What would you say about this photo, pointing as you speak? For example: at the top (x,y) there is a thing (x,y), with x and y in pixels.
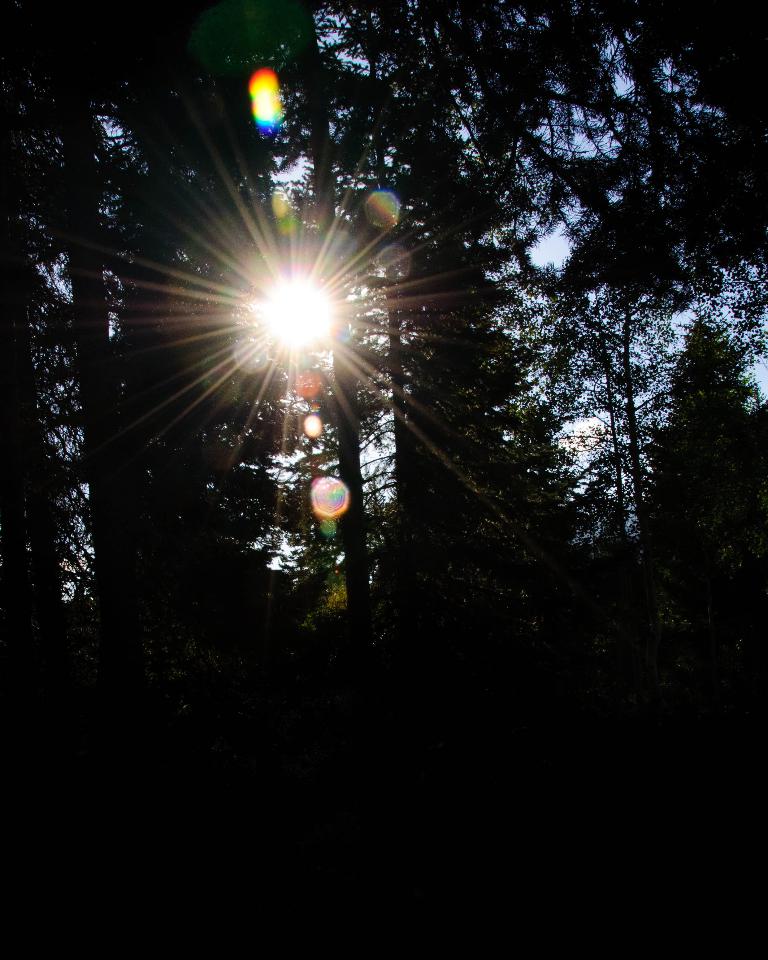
This part of the image is dark, where we can see trees (375,570). Here we can see the sun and in the background (285,550), we can see the sky (285,550).
